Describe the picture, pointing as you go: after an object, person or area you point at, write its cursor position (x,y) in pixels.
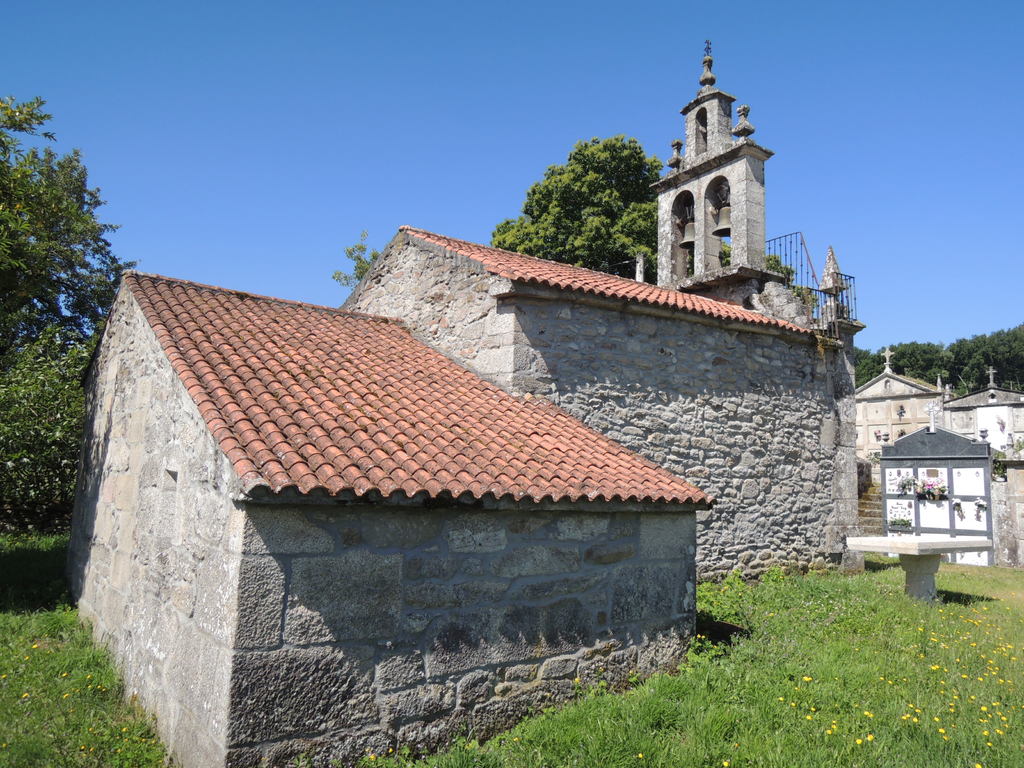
In this picture, we can see a few houses (678,528), railing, table (926,596), ground (872,585) with grass (887,635), trees (73,337), and the sky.
